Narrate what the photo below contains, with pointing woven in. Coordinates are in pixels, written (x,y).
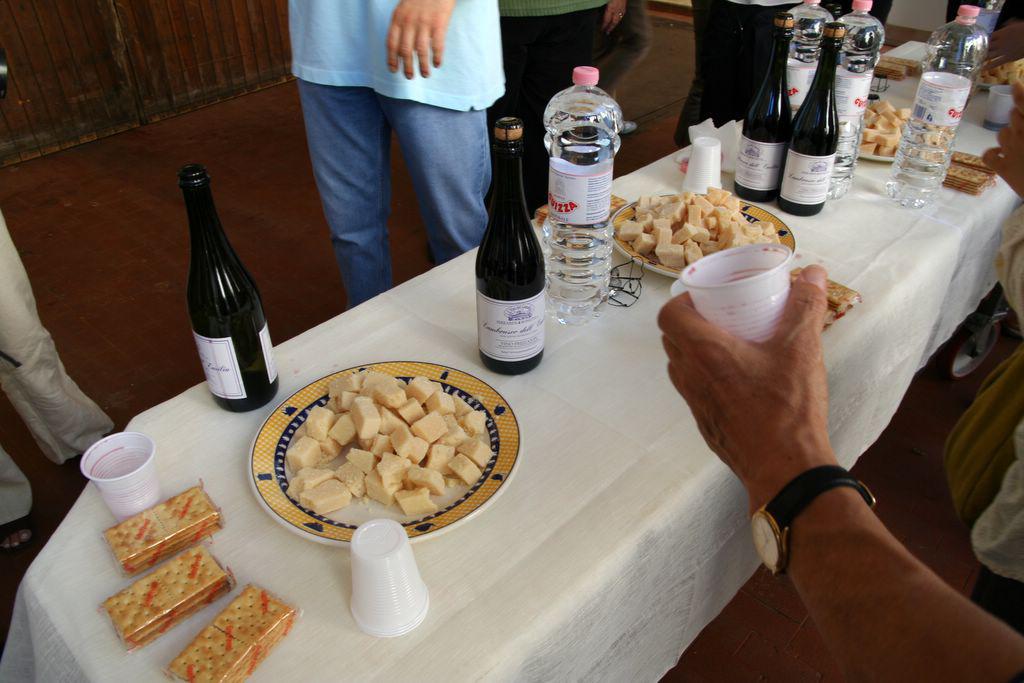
In the picture there is big table (867,333). On the table (556,485) a white cloth (611,514) is spread. On the table (573,417) there are glasses (398,577), biscuit packets (187,574), food (389,488) in plates (390,507), water bottles (578,222) and wine bottles (521,260). On the two sides of the table (457,275) people (374,101) are standing and walking. There is a hand (922,632) of a person (919,613) at the below right corner (936,618) is holding a glass (753,300) and wearing a watch (777,523).
